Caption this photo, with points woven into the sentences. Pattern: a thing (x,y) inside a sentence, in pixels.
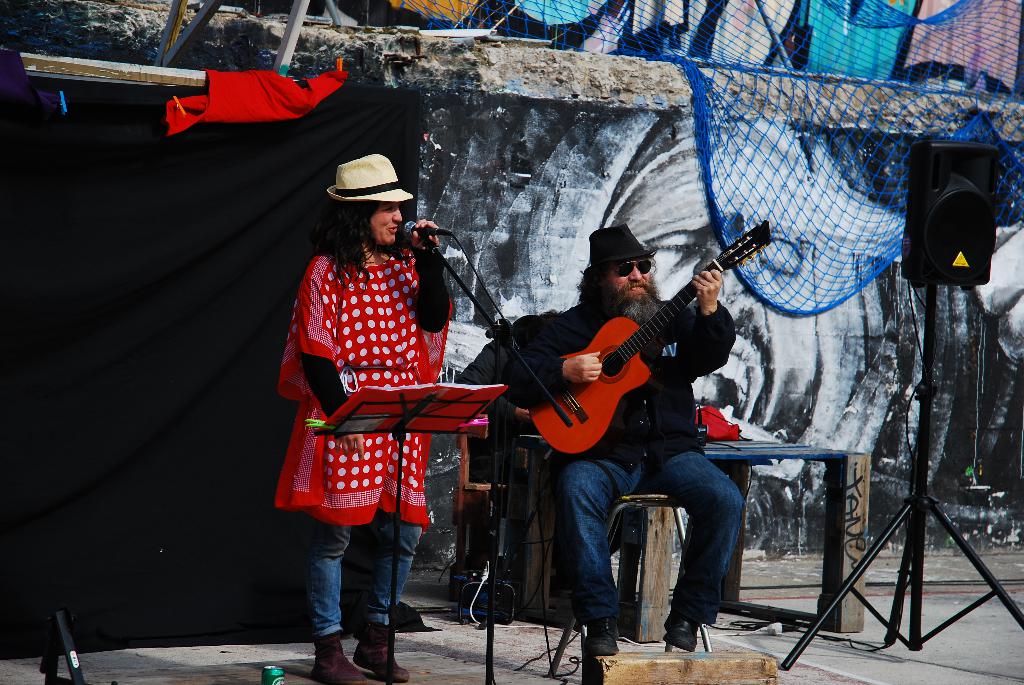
In this image I can see a person (416,552) standing and holding a microphone (429,228) and another person (652,380) sitting and holding a guitar (647,367) in his hands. I can see a speaker (973,200), the net (1018,196) which is blue in color, the black colored curtain (111,306) and the wall (729,153) with some painting (655,173) on it.
